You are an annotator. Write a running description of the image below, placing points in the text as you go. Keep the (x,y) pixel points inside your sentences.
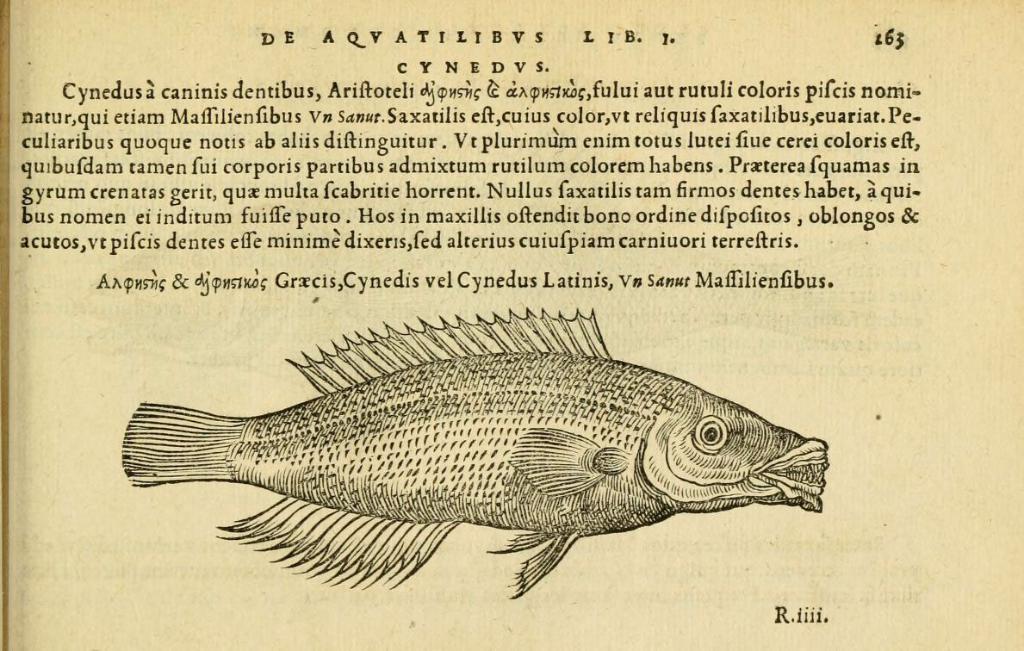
This is the picture of a paper (530,288). In this image there is a picture (575,456) of a fish (542,343) and there is a text (682,180) on the paper (785,542).
